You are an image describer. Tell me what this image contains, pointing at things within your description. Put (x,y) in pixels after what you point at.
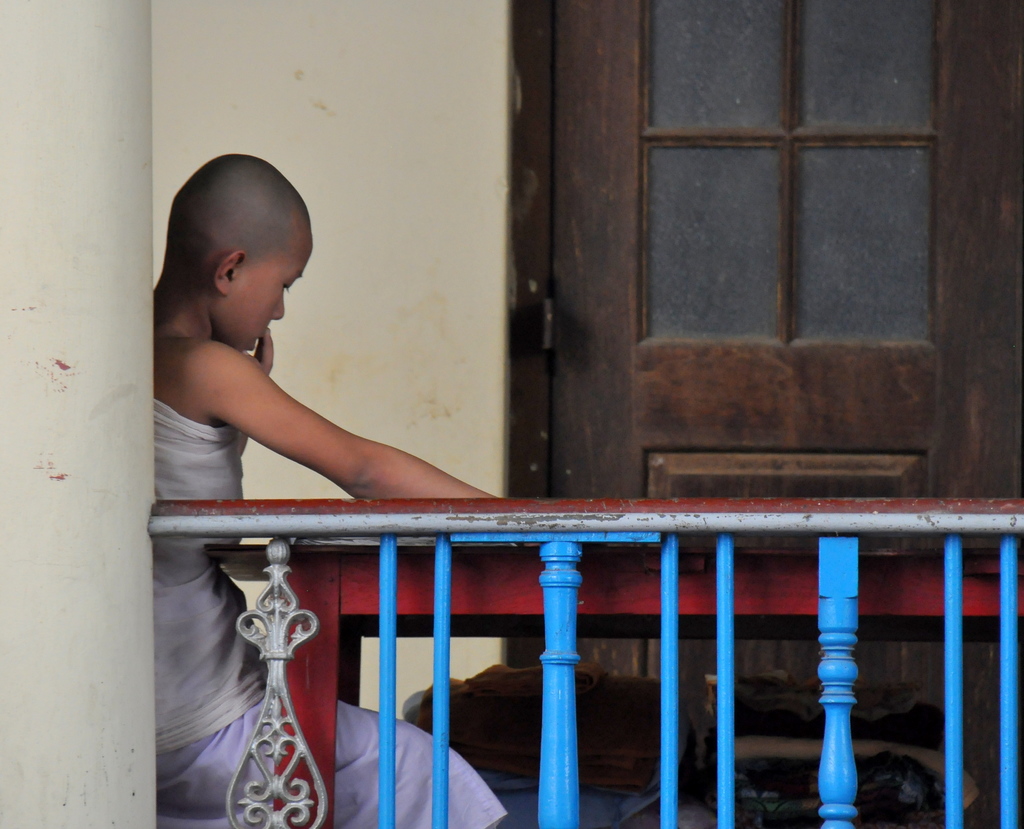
On the left side of the image (117,323) we can see a pillar (143,346) and a boy (266,444) is sitting. In-front of him we can see a table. In the background of the image (480,163) we can see the wall (493,180) and door (795,293). At the bottom of the image (954,594) we can see the railing (674,772) and clothes (802,774).
